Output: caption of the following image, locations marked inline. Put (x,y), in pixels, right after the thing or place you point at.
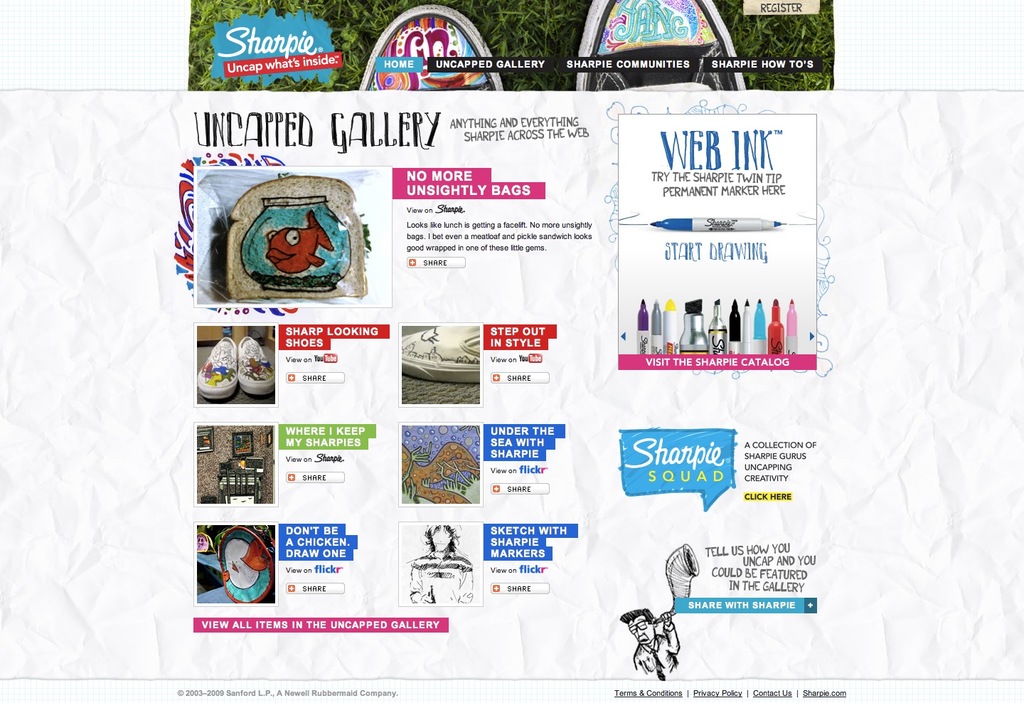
In the image there is a poster (655,503). On the poster (646,263) there are image (712,219) with tags (420,174). There are few images (633,256) like bag (328,271), shoes (263,369), marker (683,219) and few other images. At the top of the image (504,34) there is a grass (786,36) with shoes (589,53). And also there is something written on it.
